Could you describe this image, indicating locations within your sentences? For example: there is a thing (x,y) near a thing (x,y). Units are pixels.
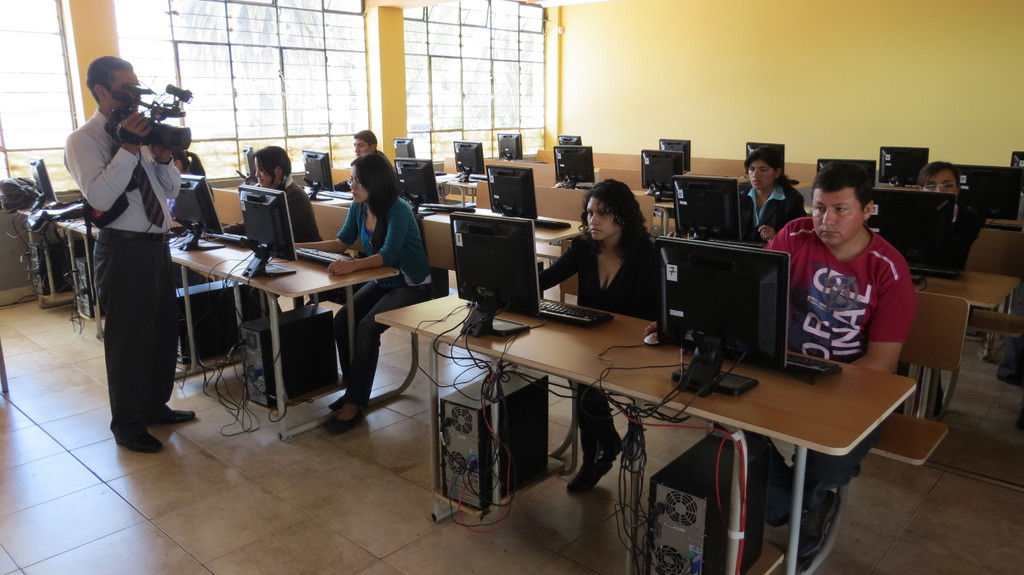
There is a class (533,89) and its a computer lab (372,260) where students (354,261) are working, there are monitors (269,245) connected to the CPU (284,372). There are eight students (296,194) in the class (447,287) and the floor (124,476) is of tiles (341,520), there is a man (130,310) who is in formal attire (115,187) taking the video of the class (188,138) and opposite to the man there is a wall (794,64) which is of yellow colour beside the wall (704,82) there is a window (470,71), beside the window (446,69) there is a pillar (394,82) and next to the pillar (386,72) there is a window (269,74) again.
